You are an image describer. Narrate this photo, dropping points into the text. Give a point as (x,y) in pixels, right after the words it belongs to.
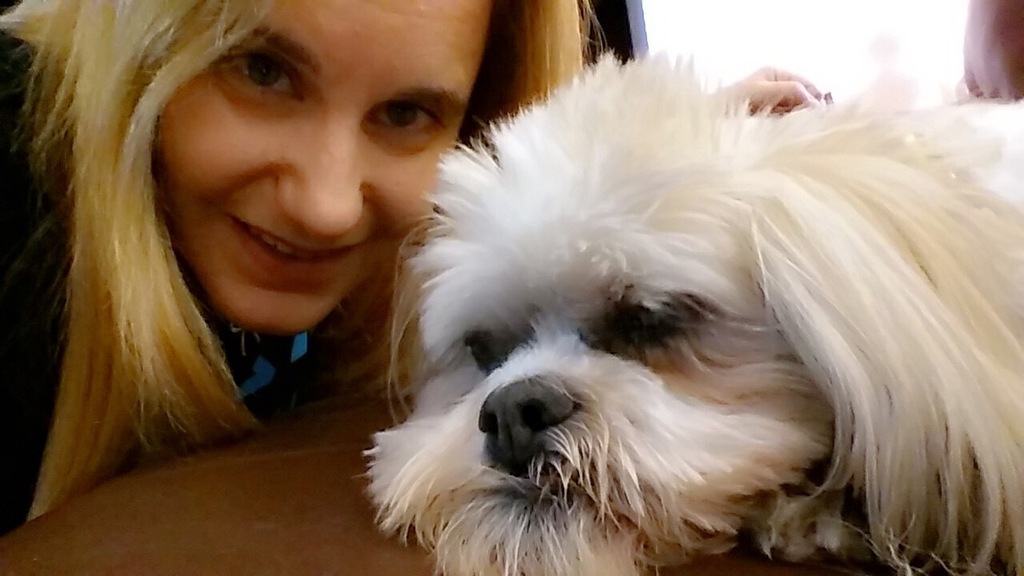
In this image at the left side (192,282) there is a woman (212,285), she is smiling and at the right side (873,194) there is a white dog (714,398).
